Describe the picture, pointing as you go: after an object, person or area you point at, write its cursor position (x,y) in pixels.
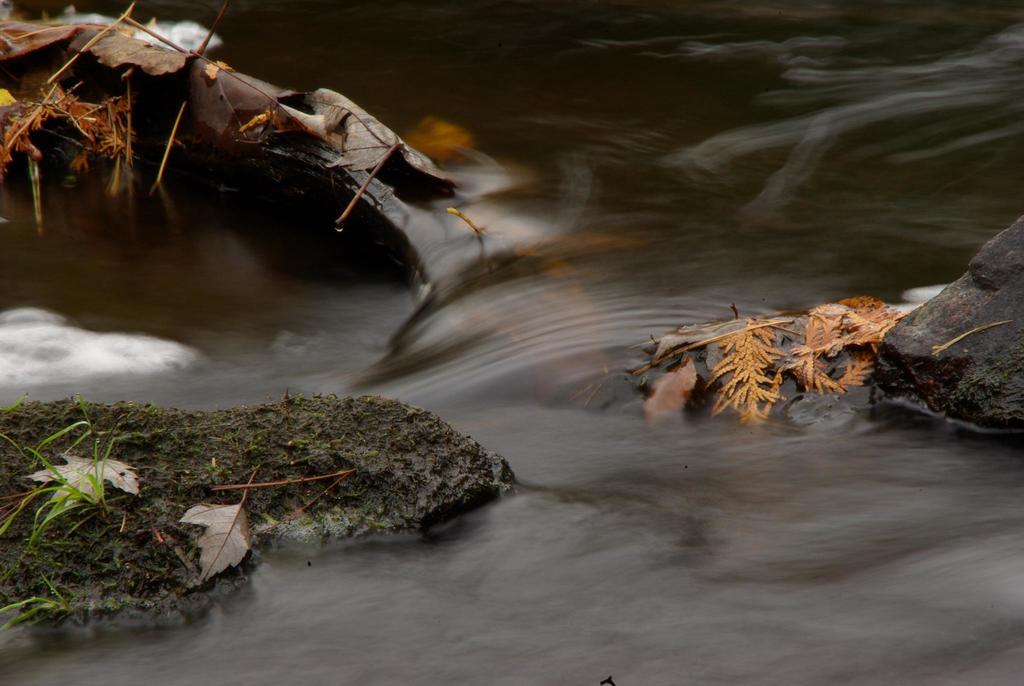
In this image we can see water (558,356) is flowing in between the rocks (346,447). And leaves (729,345), grass (99,490) and stems (281,485) are present on the rocks (353,486).
